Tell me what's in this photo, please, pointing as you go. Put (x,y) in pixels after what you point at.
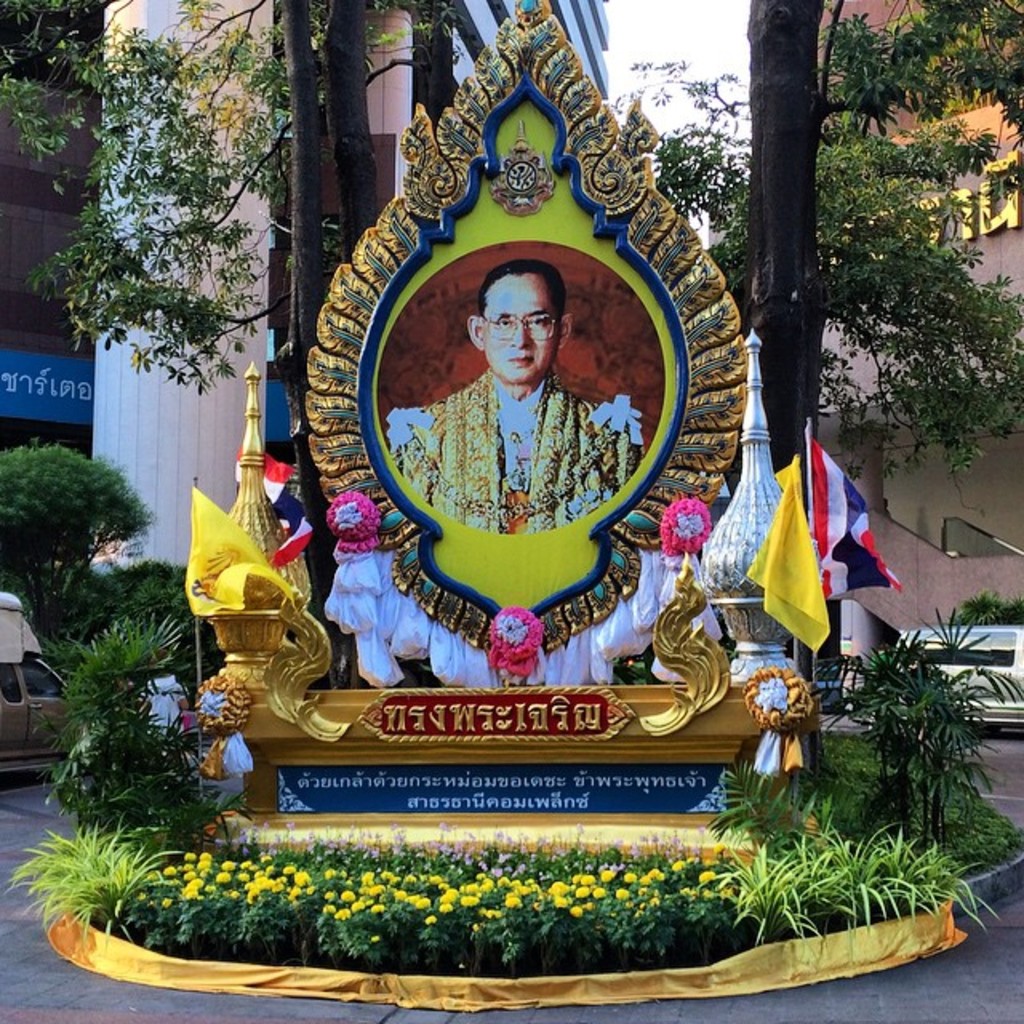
In the image we can see a memorial (456,591) and a person's photo (480,440). This is a road (934,967), flag (806,534), trees (647,64), flowers (373,878), plant (83,792), white sky (631,41) and there are many buildings (585,14).
